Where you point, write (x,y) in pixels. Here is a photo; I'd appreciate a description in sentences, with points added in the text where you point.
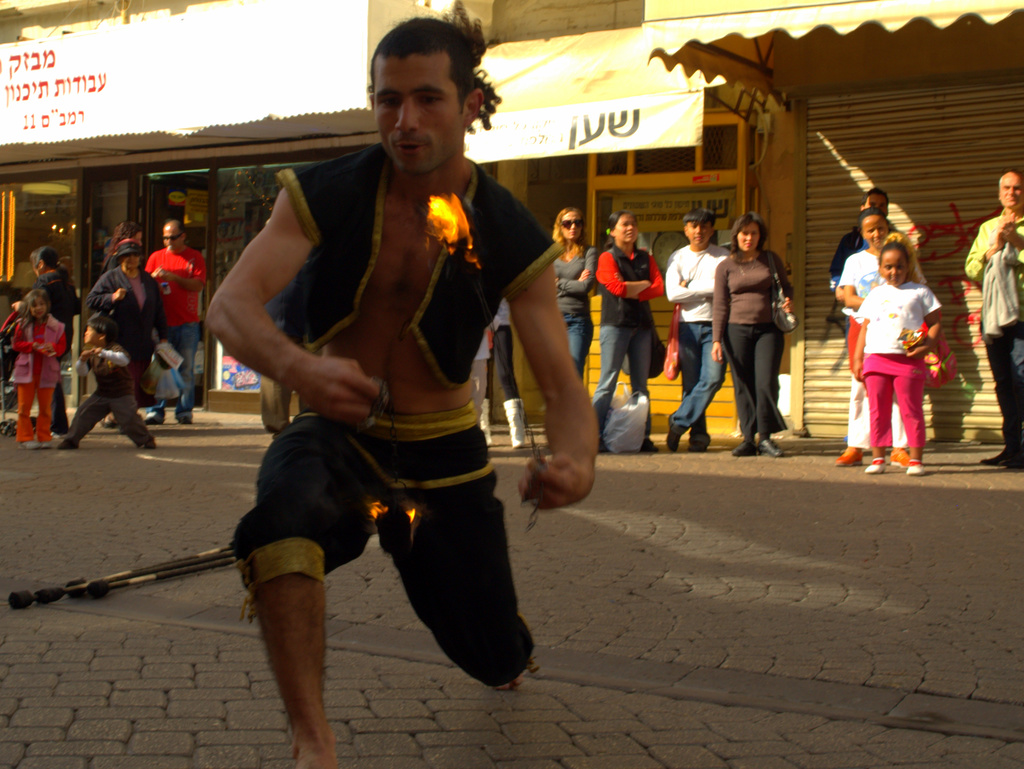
At the bottom of the image (690,667) I can see the road (694,552). In the middle of the image (610,321) I can see people (1002,187) are standing.
